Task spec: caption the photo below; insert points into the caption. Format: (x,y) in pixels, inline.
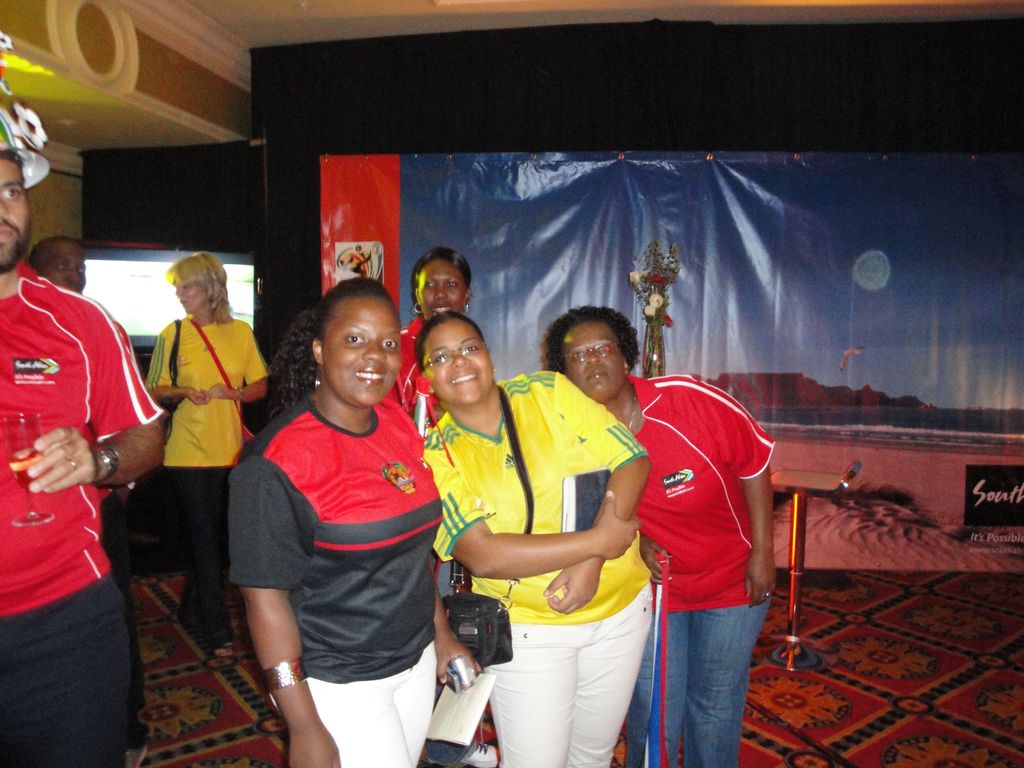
In this picture we can see a group of people (585,348) where three are standing and smiling, bag (463,606), paper (477,711), pole (799,504) on the floor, banner (823,552) and in the background (141,332) we can see a screen (149,278).
